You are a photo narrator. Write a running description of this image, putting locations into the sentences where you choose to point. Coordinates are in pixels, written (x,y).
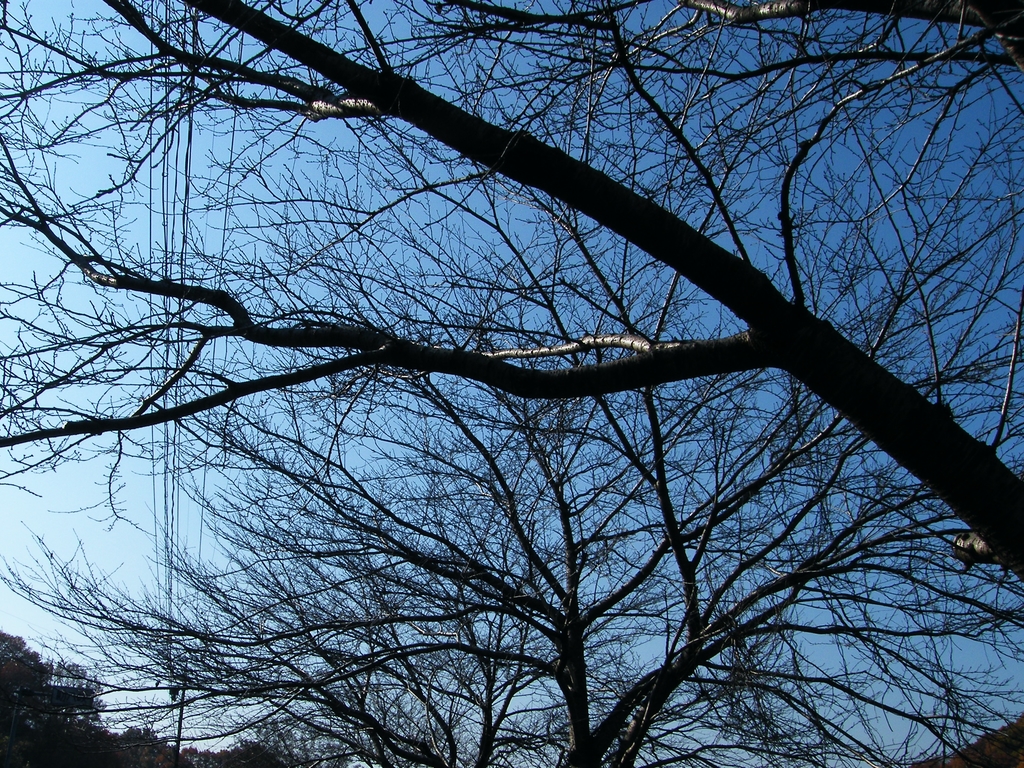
In this image we can see there are some trees (463,594) and wires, in the background (541,260) we can see the sky (385,500).
